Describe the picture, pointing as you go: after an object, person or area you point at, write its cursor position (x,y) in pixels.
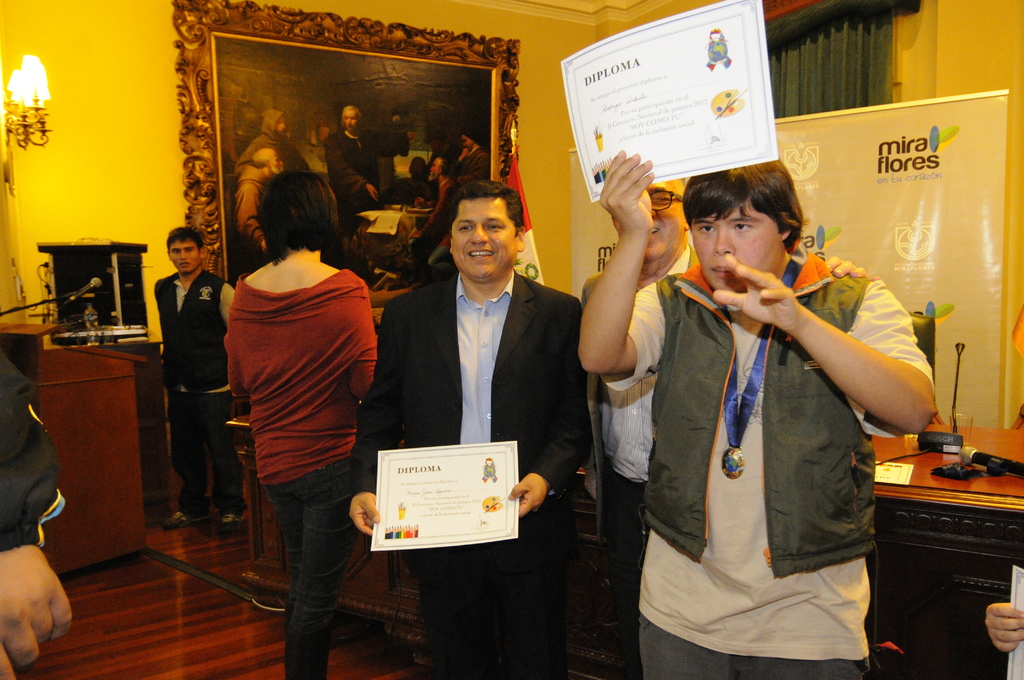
There are three men (596,356) standing on the floor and among them two men (572,452) are holding certificates (444,513) in their hands (630,226). In the background (268,439) there are two persons (297,466) standing on the floor (169,577), frames (317,161) on the wall (79,182), hoarding (832,204), curtain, table (946,503), mike (20,308) and some other objects (95,297). On the right (894,462) there is a chair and on the table (894,495) we can see microphone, mike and some other objects (914,472) and at the bottom corner (1006,617) we can see a person hand (1006,617).
